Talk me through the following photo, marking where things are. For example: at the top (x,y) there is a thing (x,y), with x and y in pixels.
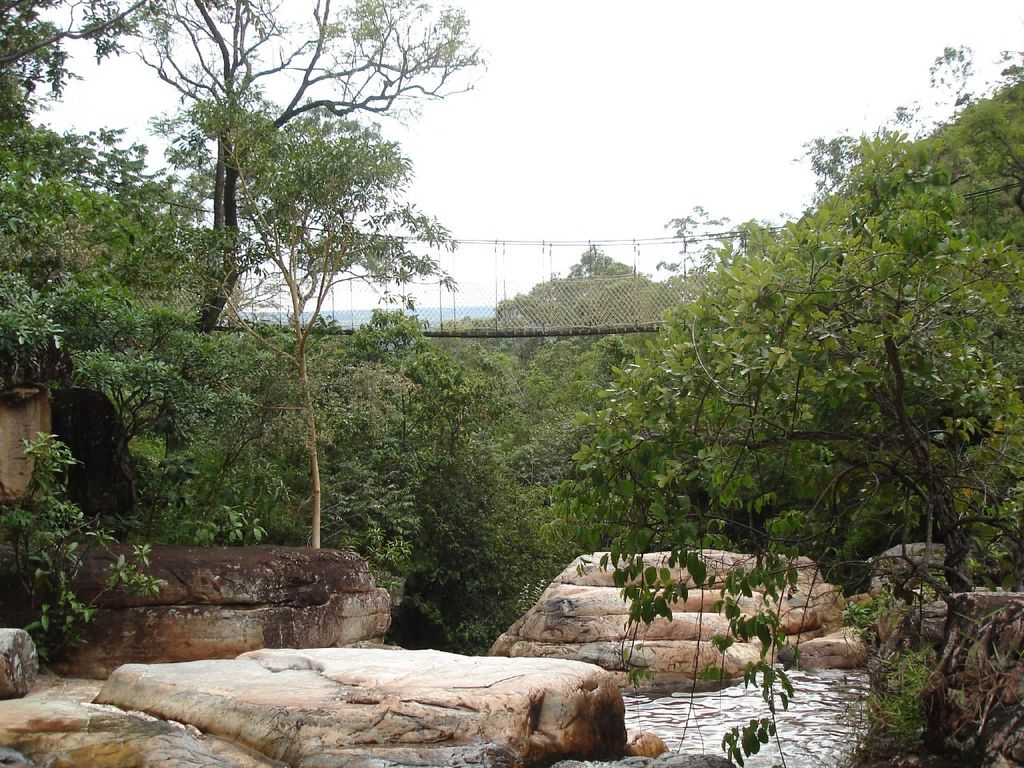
In this image, there are a few stones (398,667), trees (369,318), plants (515,531). We can also see some water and a bridge (530,242). We can also see the sky (474,257).
